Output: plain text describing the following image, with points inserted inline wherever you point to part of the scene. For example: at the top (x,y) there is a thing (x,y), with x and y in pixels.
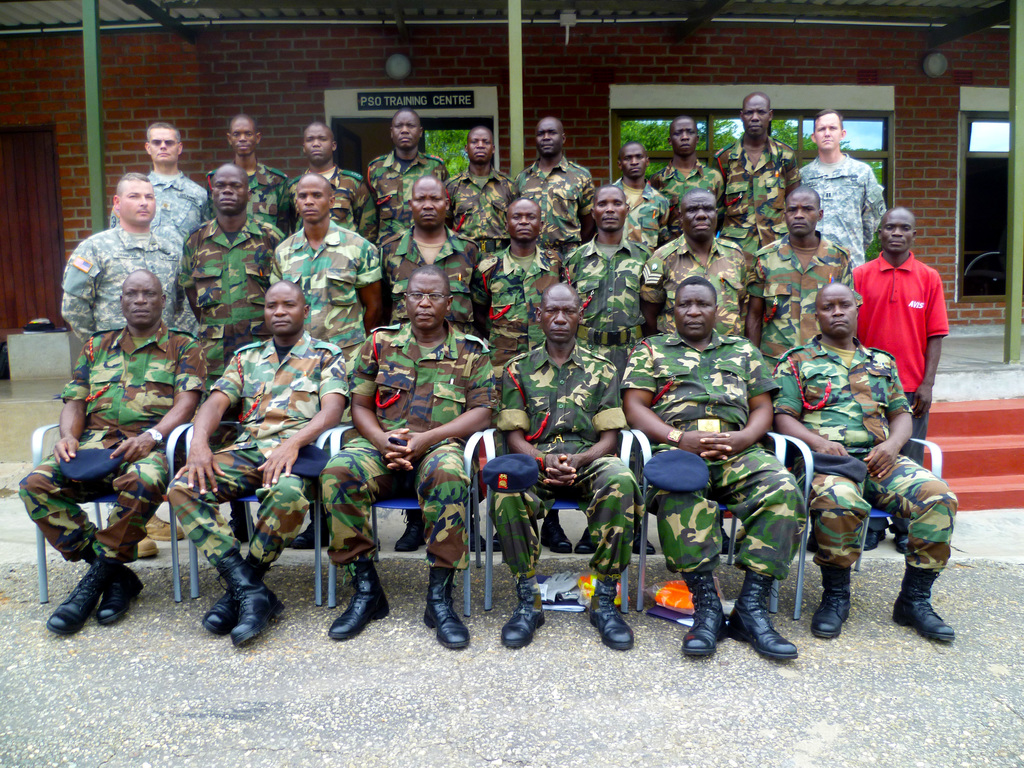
In this picture we can see some people (482,419) are sitting on chairs (32,437) and some people (714,230) are standing on the path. Behind the people (235,208) there are poles (516,74) and a wall (497,92) with windows (802,127) and lights (395,69).
